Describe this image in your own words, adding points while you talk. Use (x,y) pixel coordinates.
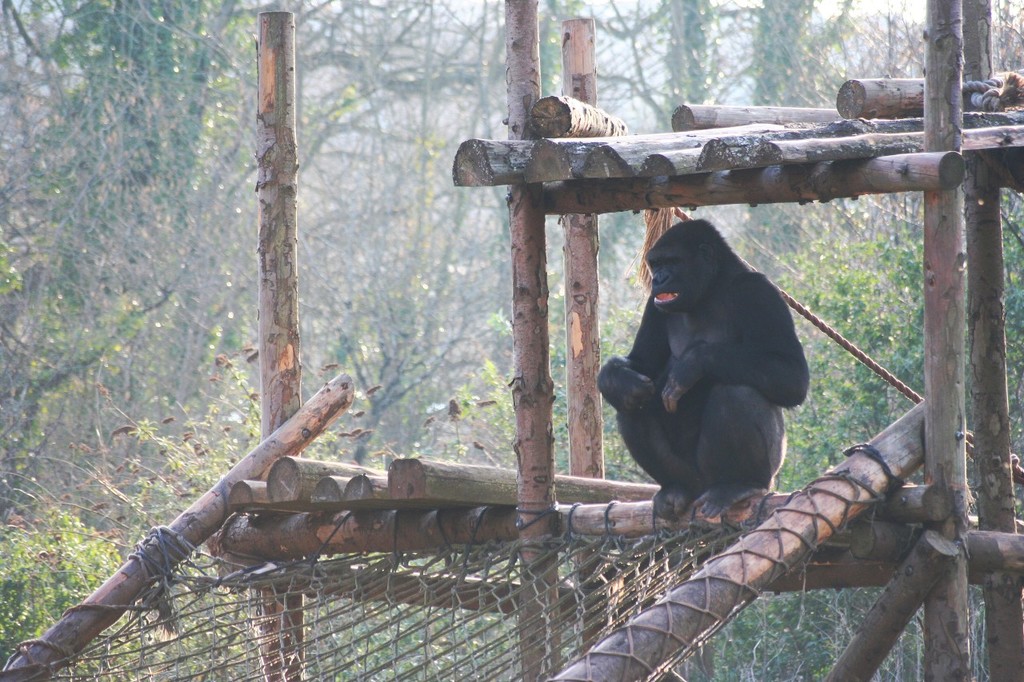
In this image, we can see a monkey (737,489) sitting in the wooden shed (564,503), in the background (325,445), we can see some trees (443,232).
